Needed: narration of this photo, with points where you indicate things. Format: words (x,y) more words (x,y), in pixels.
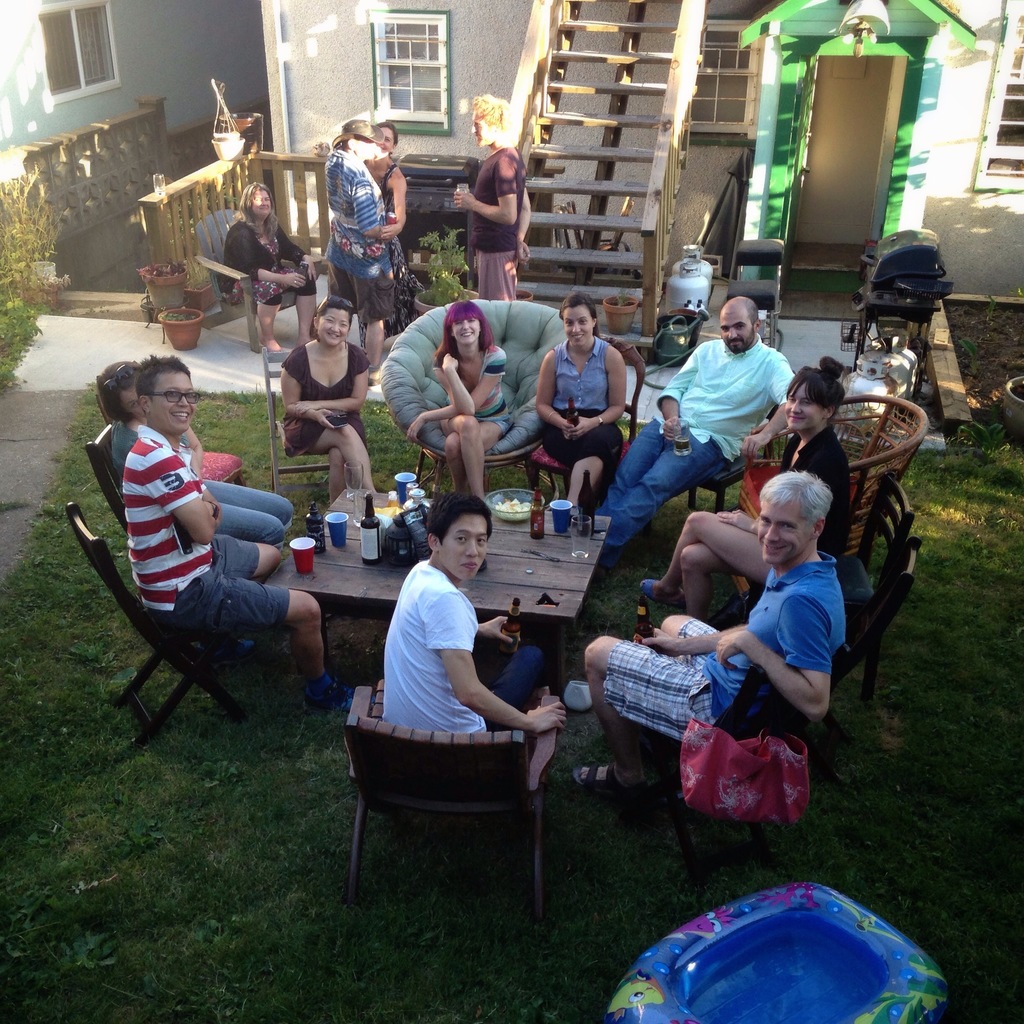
In the image we can see there are people (721,319) who are sitting on chair (615,347) and table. On table (496,595) there are wine glass (356,526) and glasses (305,554).
